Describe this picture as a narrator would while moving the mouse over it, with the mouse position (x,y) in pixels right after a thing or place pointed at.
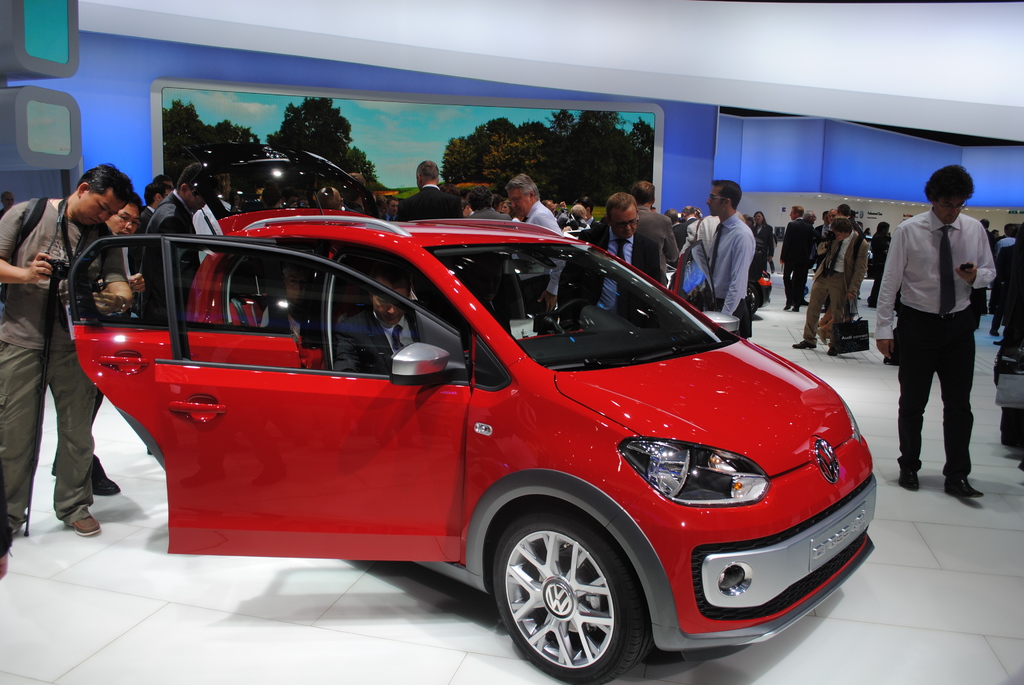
There are group of people (881,276) who are attended to visit the Volkswagen car (335,277) and the person (884,341) at the right side (891,328) operating his phone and a person (383,356) seated on a driver seat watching out the features of the car (365,393) and at the left side of the image (58,396) a man (79,372) carrying a backpack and holding a camera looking at the window glass (194,304) and there is a scenery (320,136) at the back (549,151) end and at the background (777,140) there is a blue color ceiling wall (836,169) and here is a person (835,286) who holding a carry bag (847,323).
